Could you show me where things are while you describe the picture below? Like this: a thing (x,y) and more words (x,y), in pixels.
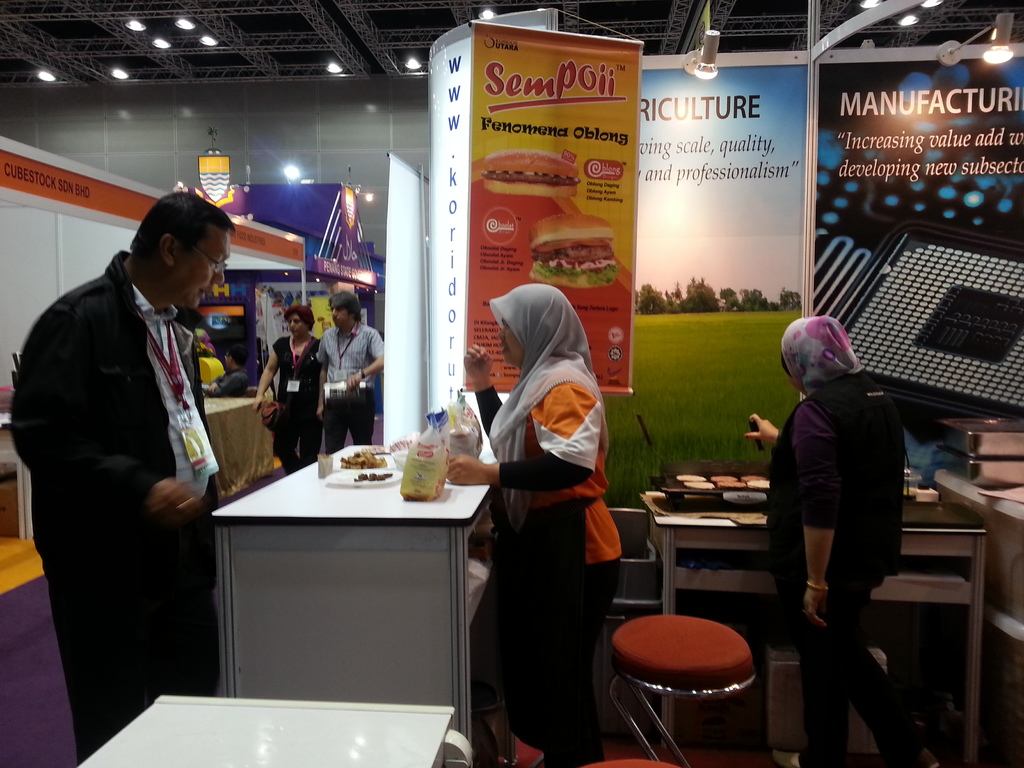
Here in this picture we can see some people (528,434) standing on the floor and some of them are walking over the place and in the middle (425,502) we can see a table (360,497), on which we can see some food items (373,464) present and on the right side (775,499) we can see a woman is preparing the food item (723,482) on the stove (717,471) and we can also see a stool (723,644) present and both the women (562,491) are wearing hijab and beside them we can see banners (666,193) present and we can also see lights (693,68) present on the roof (418,15) and the persons (309,388) on the left side (291,404) are wearing ID cards (296,383) and beside them also we can see other stores (350,245) with lights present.
